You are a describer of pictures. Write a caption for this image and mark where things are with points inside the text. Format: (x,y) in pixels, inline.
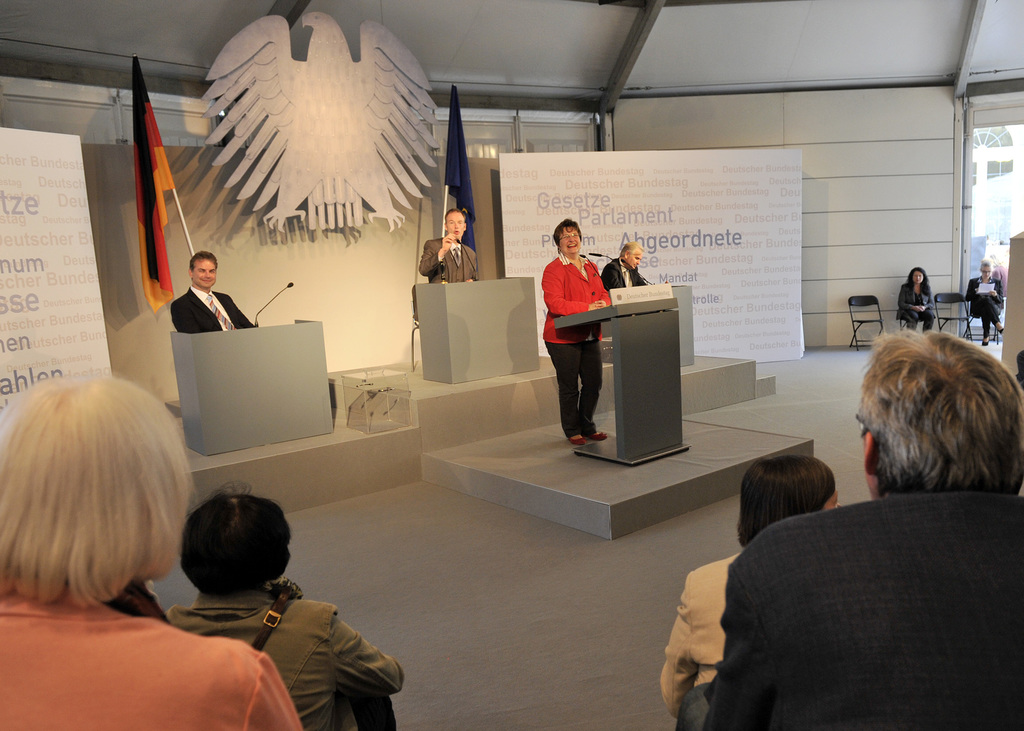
In this image I can see group of people (443,247), in front I can see four persons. I can see the person (566,252) standing in front of the podium (630,327) and I can also see few microphones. Background (152,171) I can see a flag (150,185) in black, orange and yellow color and I can see a glass wall (979,177) and I can see the wall (739,116) in white color.
